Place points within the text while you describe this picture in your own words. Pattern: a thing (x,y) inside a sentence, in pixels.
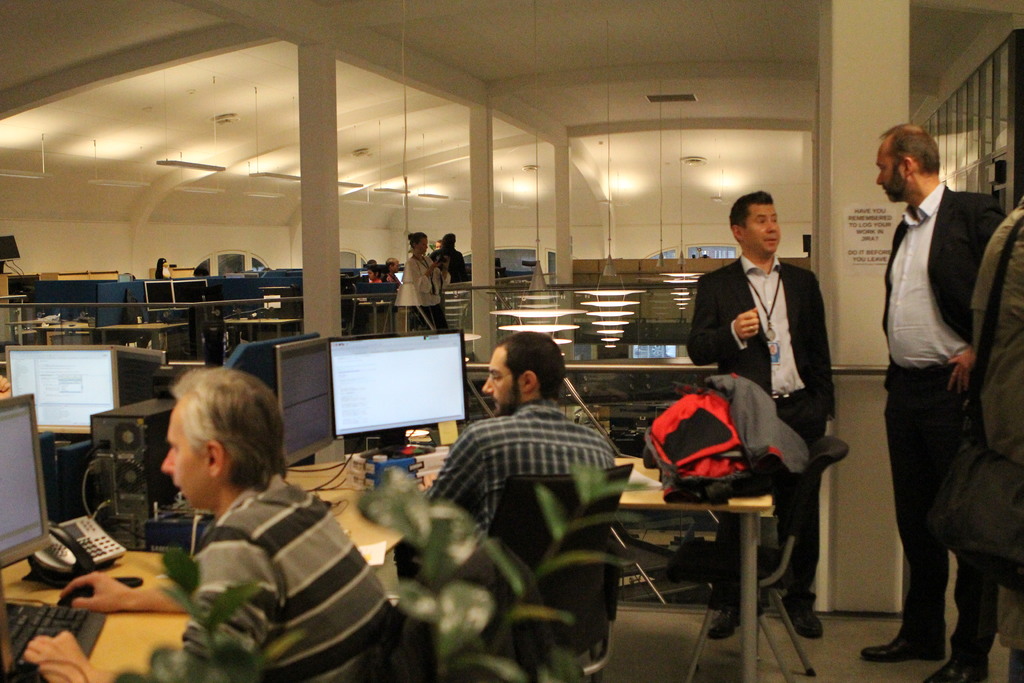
This is an inside view of a hall (291,167). On the left side (300,578), I can see two men (249,559) are sitting on the chairs (531,559) and looking into the monitors (390,411) which are placed on the table (137,650). Along with the monitors (336,399) I can see a telephone (83,552) and few electronic devices (143,473). On the right side (967,259) I can see three people (888,399) are standing on the floor (832,638) and talking to each other. In the background (451,250), I can see some more people (439,313) are standing and also there are some tables (242,322), chairs (212,302), monitors (190,294) and pillars (334,240). At the top (403,193) I can see the lights (425,195).
